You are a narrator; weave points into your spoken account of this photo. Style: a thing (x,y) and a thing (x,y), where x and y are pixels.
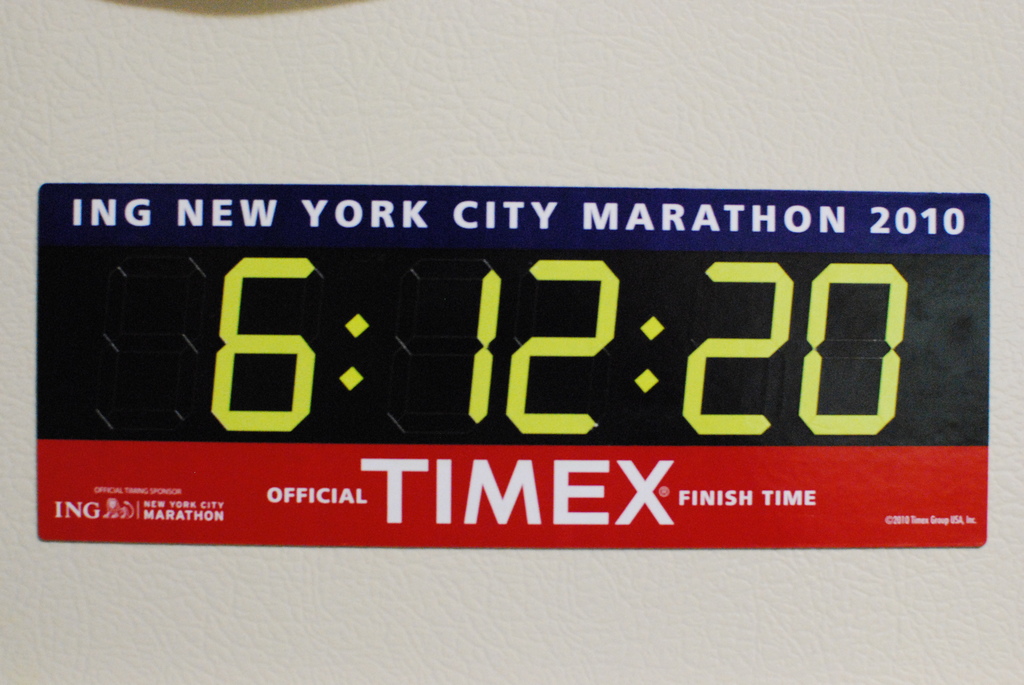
In this image I see the white surface (344,124) on which I see a sticker (242,289) and I see words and numbers (473,391) on it.
